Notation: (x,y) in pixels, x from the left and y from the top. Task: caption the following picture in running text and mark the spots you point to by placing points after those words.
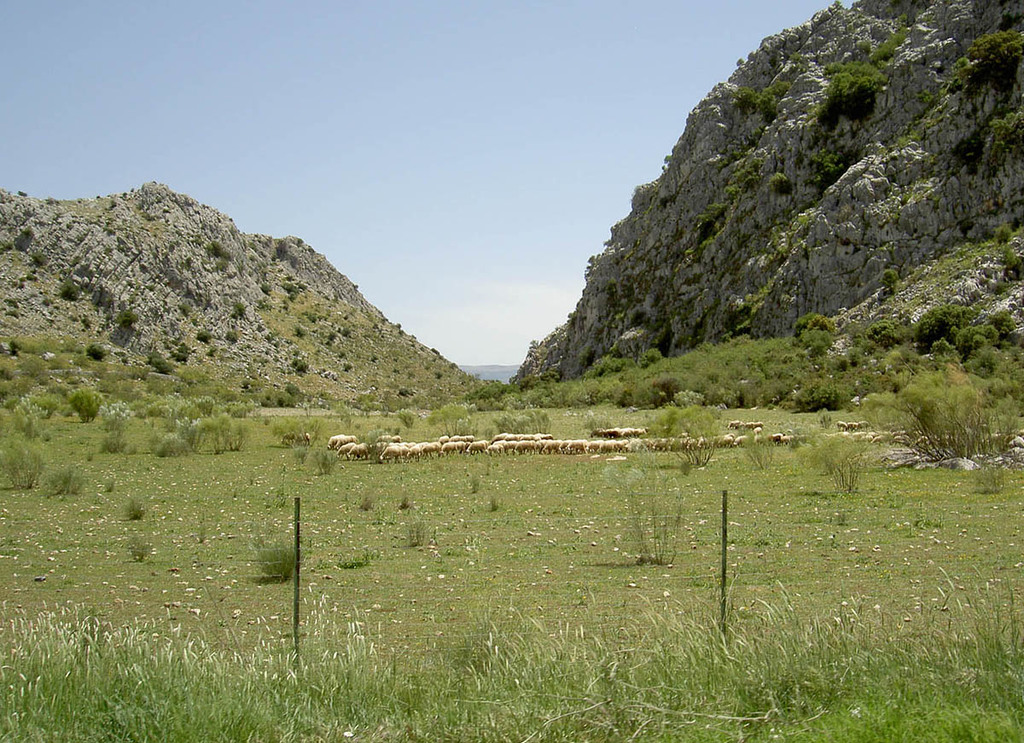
In the center of the image (523,442) there are sheeps (395,457). There is grass (515,612). In the background of the image (805,103) there are mountains (322,338). There is sky (412,109).
